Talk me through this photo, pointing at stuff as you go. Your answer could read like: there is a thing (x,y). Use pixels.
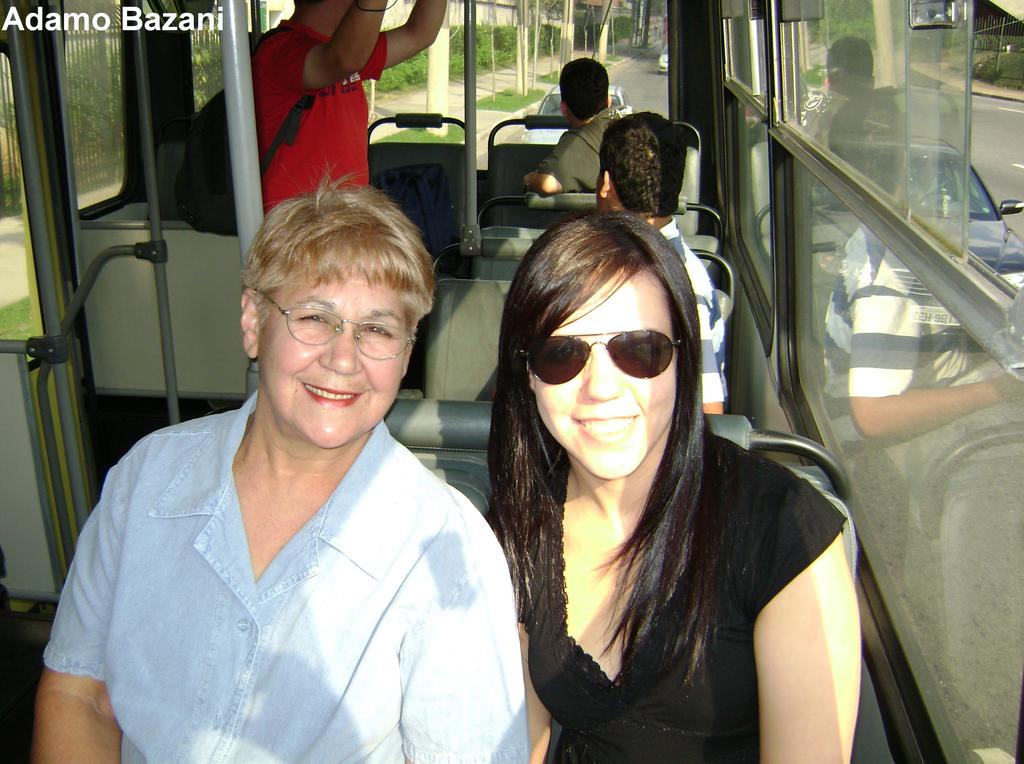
This picture is taken inside a vehicle (825,392). Few persons (671,486) are sitting on the seats (502,266). A person (283,168) wearing a red shirt (296,70) is carrying a bag (191,214) and he is standing in the vehicle (413,432). A woman (586,582) wearing a black top (626,744) is having spectacles (623,356). Beside there is a woman (293,463) wearing spectacles (298,341). Few vehicles (973,219) are on the road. There are few poles (523,34) and plants (507,39) are on the pavement (504,84).
